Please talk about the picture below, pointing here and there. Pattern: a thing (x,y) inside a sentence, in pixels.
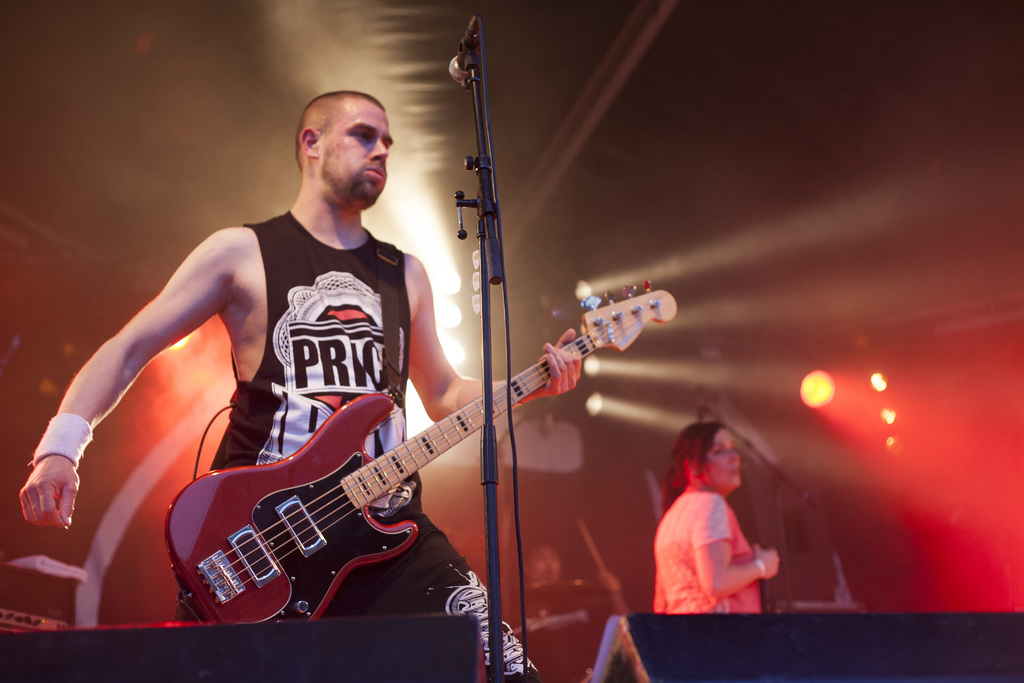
In this picture we can see few people (371,241), on the left side of the image (315,274) we can see a man (313,341), he is holding a guitar (387,455), and he is standing in front of the microphone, in the background (885,411) we can find few lights (828,388).
